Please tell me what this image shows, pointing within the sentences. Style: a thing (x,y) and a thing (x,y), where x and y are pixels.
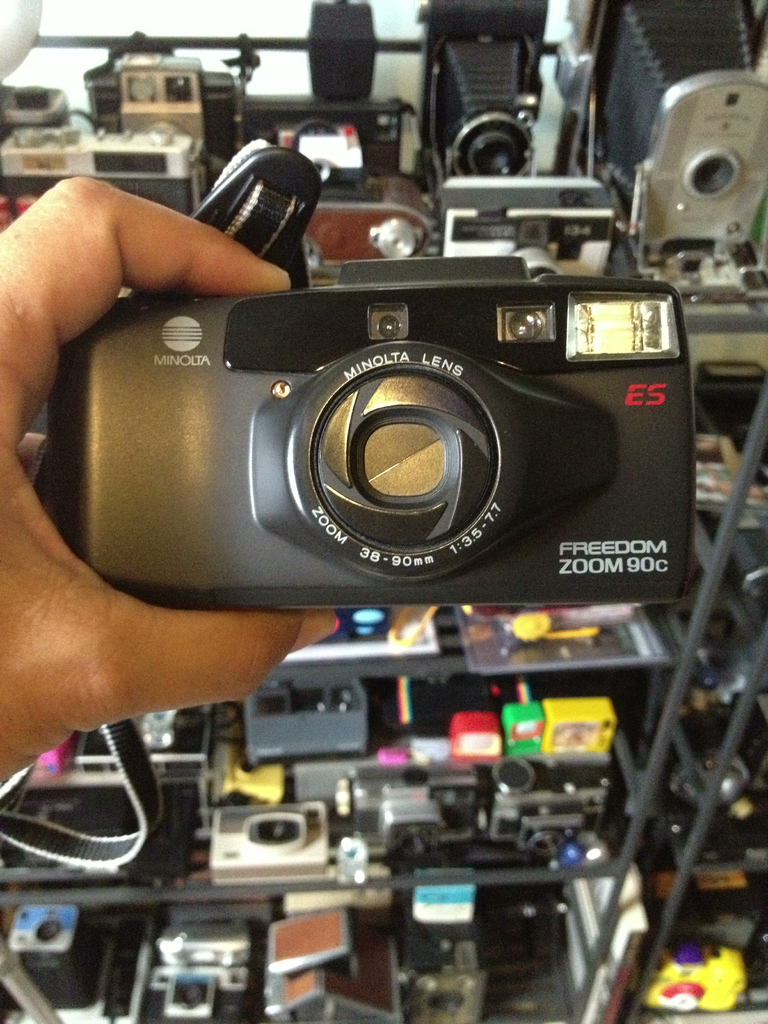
A person (179,235) is holding a camera (431,390). Background (761,151) there are racks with cameras (711,130).
